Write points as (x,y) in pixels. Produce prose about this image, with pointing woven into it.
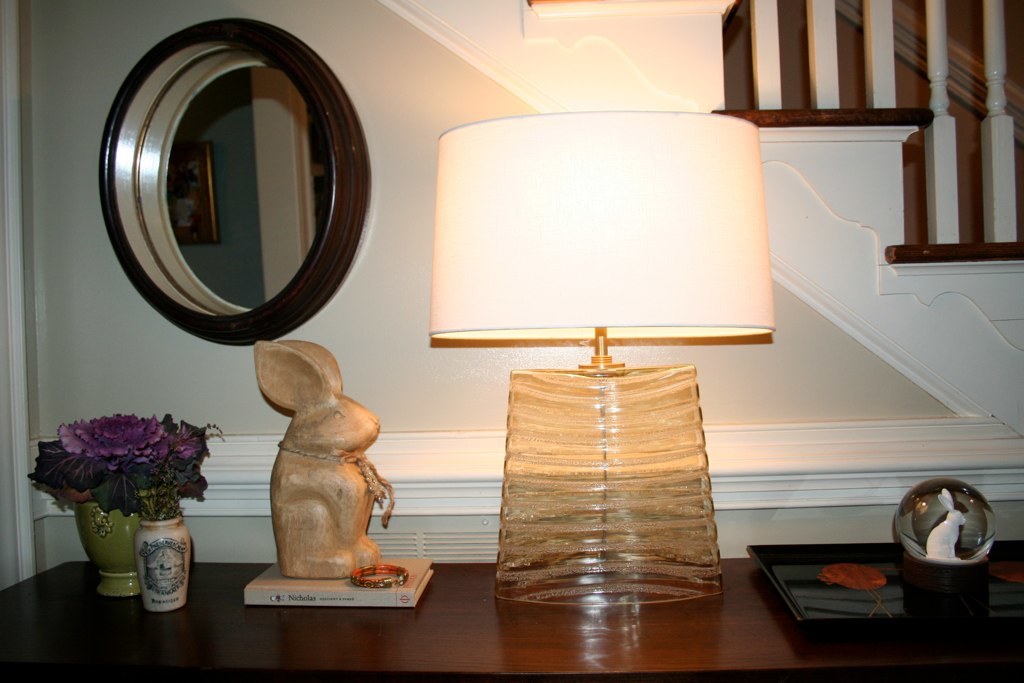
In this image we can see a lamp (574,492), statue (345,524), flowers (135,504) on plants (139,507) in pots (160,555) and some objects (971,577) placed on the table (63,635). In the background (998,237), we can see staircase (825,252), wooden poles (938,105), photo frame (206,198) on the wall (251,225) and a mirror (224,200).
